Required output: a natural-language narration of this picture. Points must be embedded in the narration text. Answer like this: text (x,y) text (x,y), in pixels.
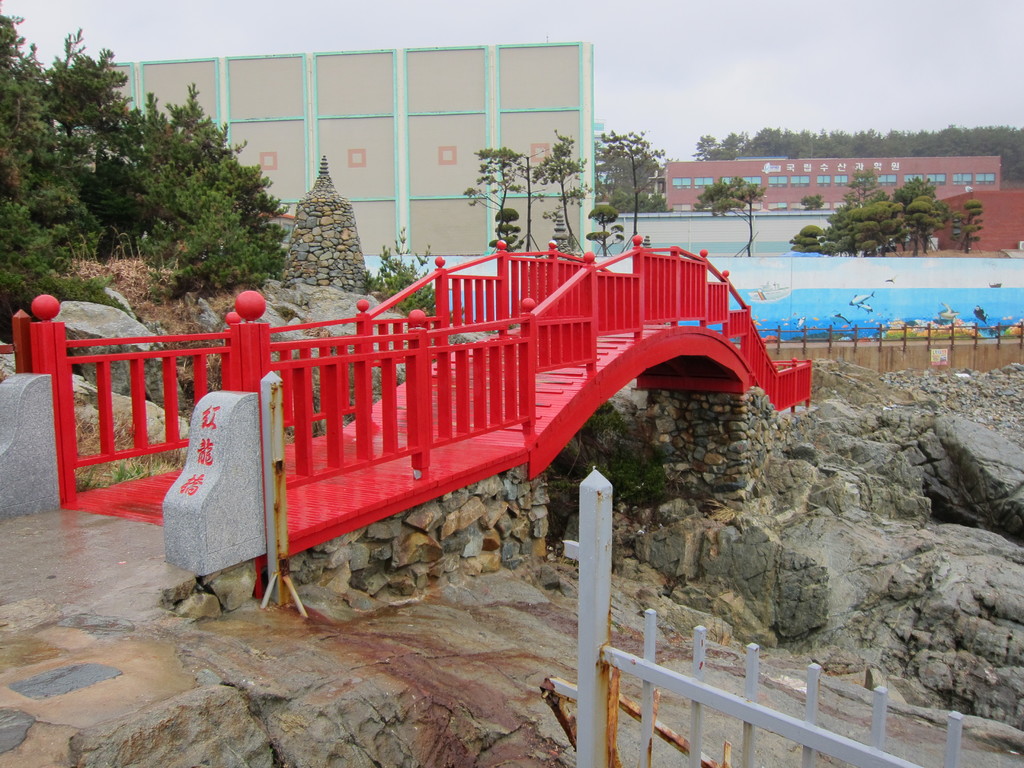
In this picture I can see fence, bridge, rocks (908,616), buildings (978,242), a wall (787,258) with painting (911,283) on it, there are trees (908,189), and in the background (882,54) there is sky (819,51).
